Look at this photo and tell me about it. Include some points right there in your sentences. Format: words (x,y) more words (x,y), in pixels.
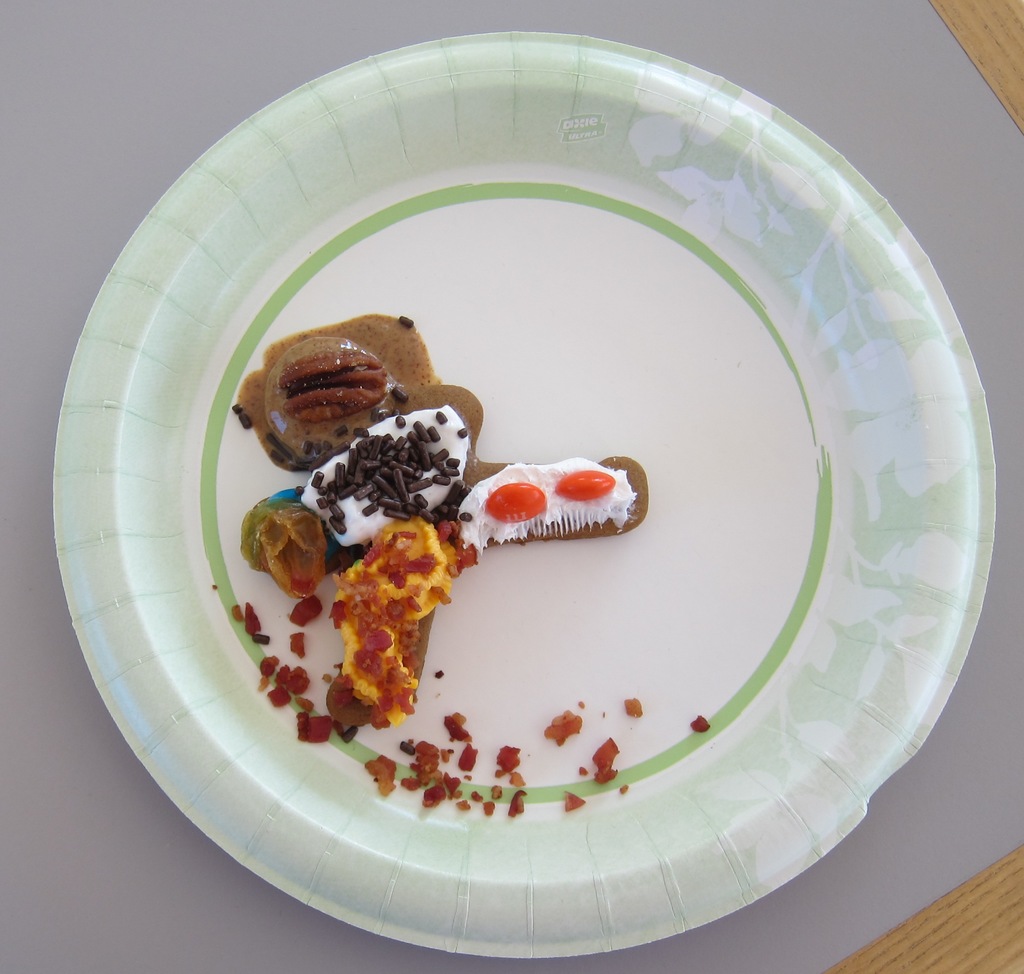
In this picture, there is a plate (520,561) placed on the table (972,950). In the plate (499,304), there is some food (294,390).
